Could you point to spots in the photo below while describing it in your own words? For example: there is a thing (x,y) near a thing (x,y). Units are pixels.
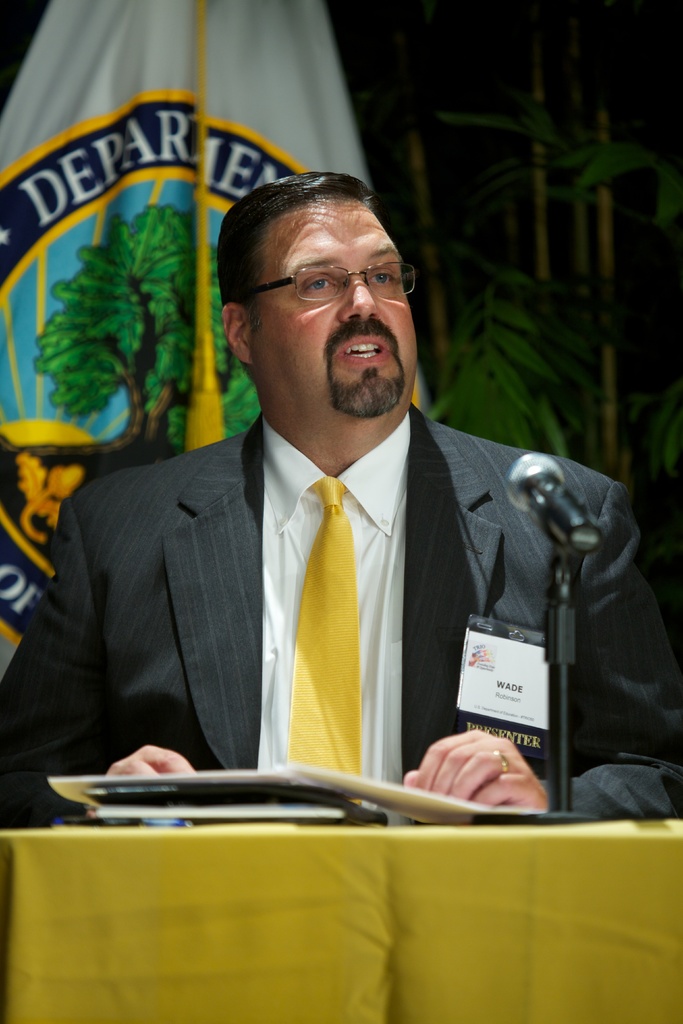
In this there is a man (581,712) sitting near the mike (564,806). There is a table (327,906). There is a tree (436,339) behind the man (267,370).
